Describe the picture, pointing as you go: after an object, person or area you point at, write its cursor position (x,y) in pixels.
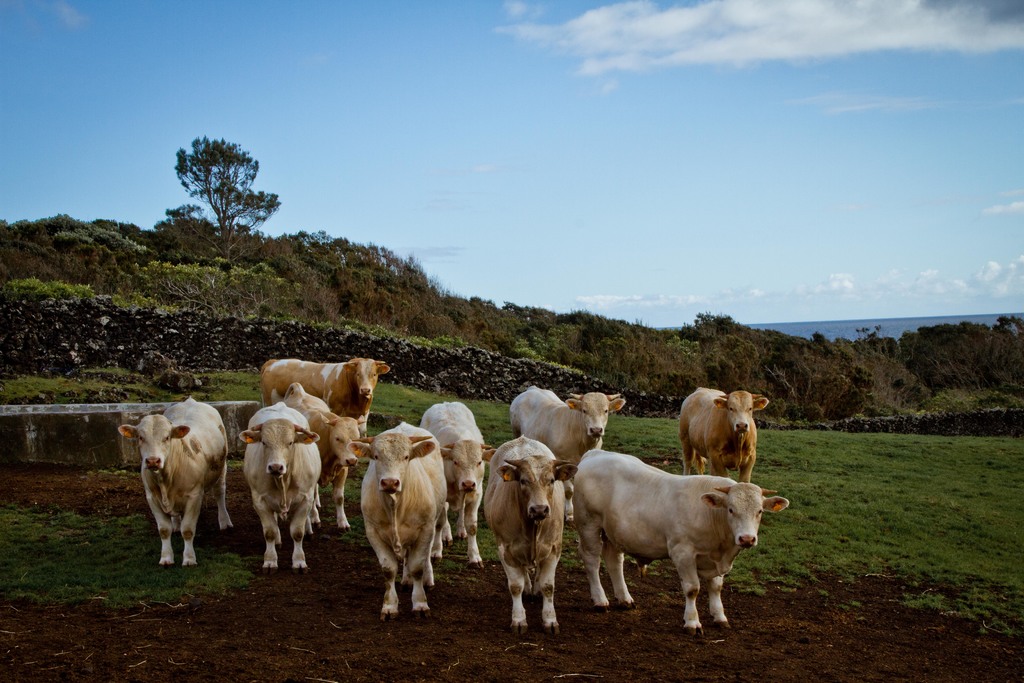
In this image we can see cows (703,457), grass (894,494), trees (815,357) and sky (577,144). Clouds (772,33) are in the sky (678,93).
